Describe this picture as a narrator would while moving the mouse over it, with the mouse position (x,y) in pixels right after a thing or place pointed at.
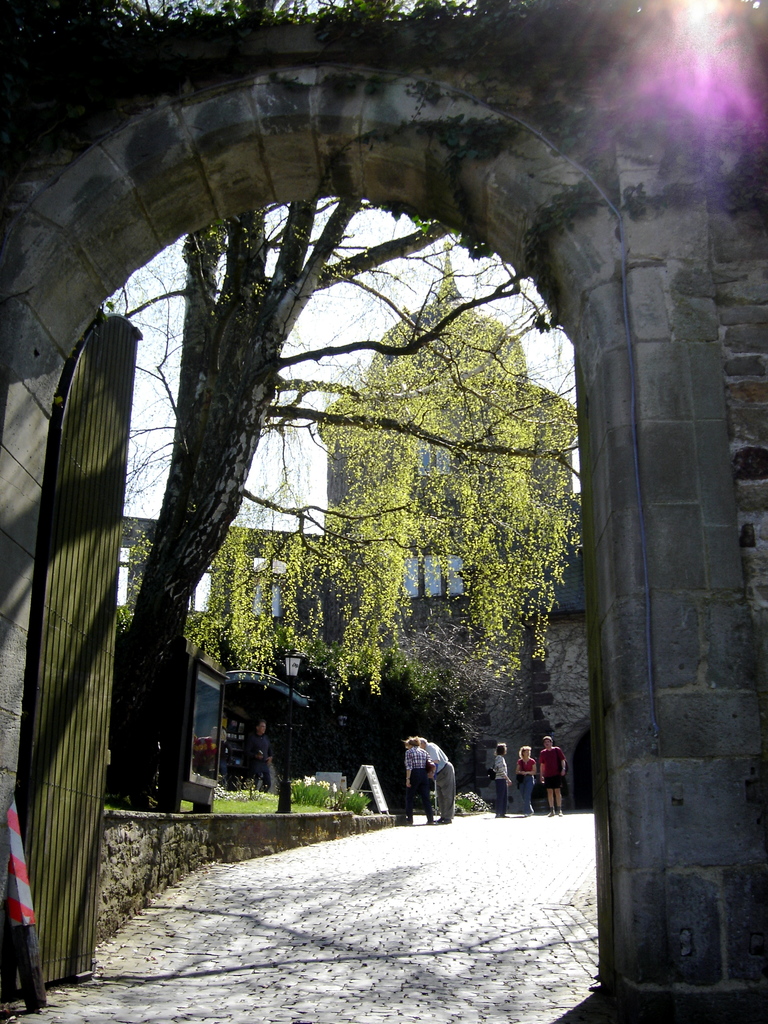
In the picture I can see the stone arch (694,213), gate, people (525,812) standing on the road (456,817), we can see a building (375,506), trees (398,581) and the sky (572,395) in the background (378,375).
